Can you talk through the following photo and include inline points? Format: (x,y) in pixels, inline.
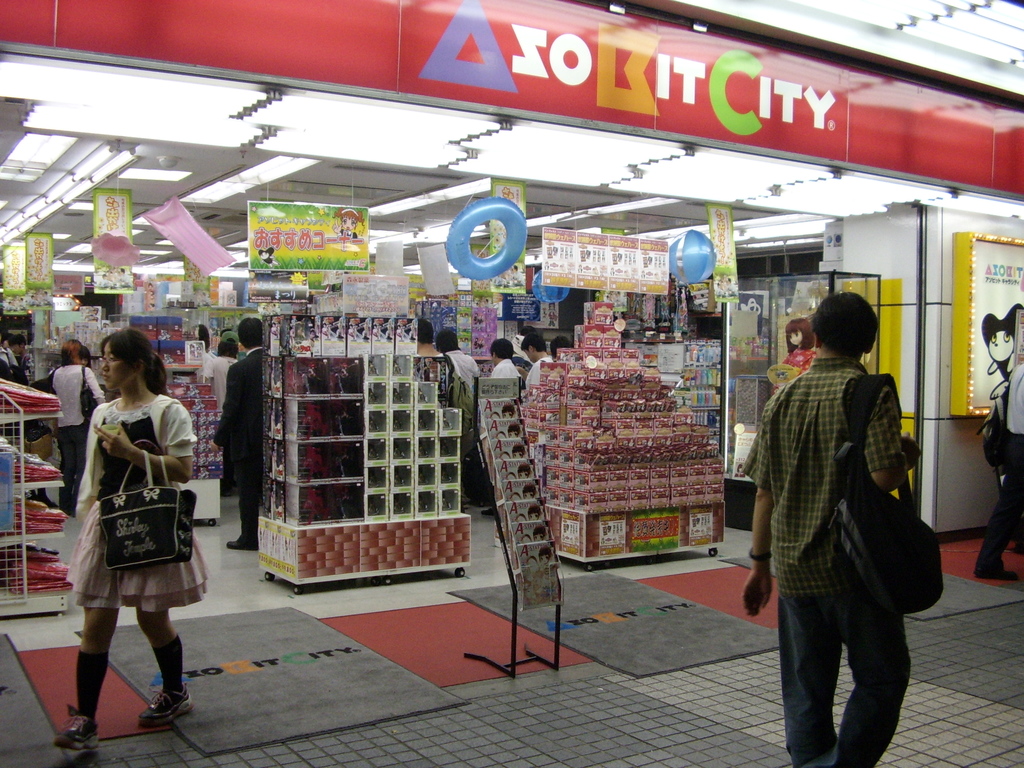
In this image, I can see few people (444,349) standing and few people (183,580) walking. This is a shop (295,168) with a name board (675,112) and few objects (376,408) in it. In front of the shop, I can see the floor mats (635,648) on the floor (603,682) and magazines (524,446) in a book rack (494,393). I can see the inflatable objects (201,243), boards (96,262) and lights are hanging to the ceiling (197,157).
